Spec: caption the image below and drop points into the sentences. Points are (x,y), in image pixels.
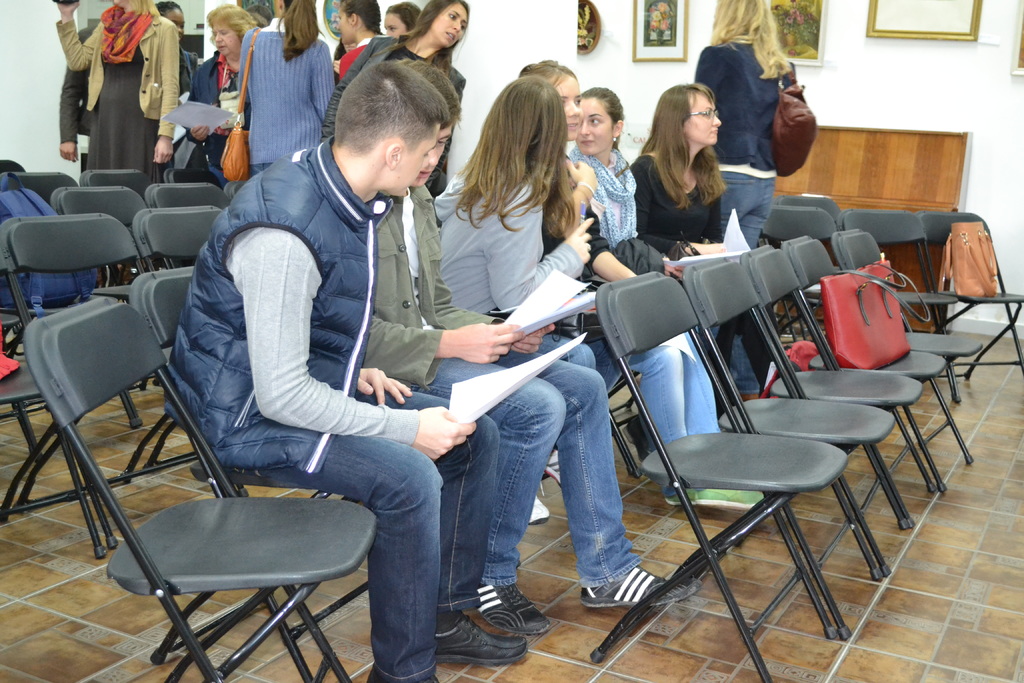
In this picture we can see chairs (335,511) and also few persons (545,277) sitting on the chairs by holding papers (549,323) in their hands (721,244). On the background of the picture (115,90) we can see few women (752,54) standing. This is a wall (918,52). Here we can see frames (912,21) over the wall (702,14). This is a floor (890,594). This is a backpack (45,202) on the chair (60,213) and these are handbags (900,321) on the chairs (916,298).
